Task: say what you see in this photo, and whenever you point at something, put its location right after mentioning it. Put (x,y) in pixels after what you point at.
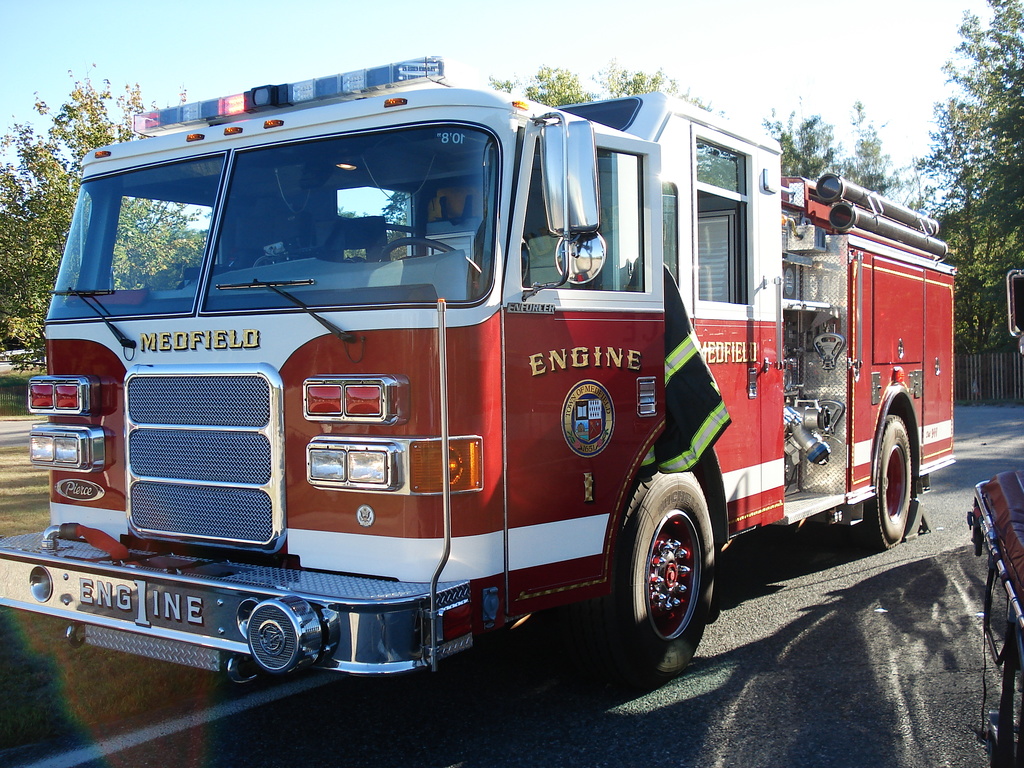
We can see there is a vehicle (588,518) on the road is in the middle of this image (413,378). There are some trees (969,286) in the background (969,286). There is a sky (344,28) at the top of this image (561,47).
